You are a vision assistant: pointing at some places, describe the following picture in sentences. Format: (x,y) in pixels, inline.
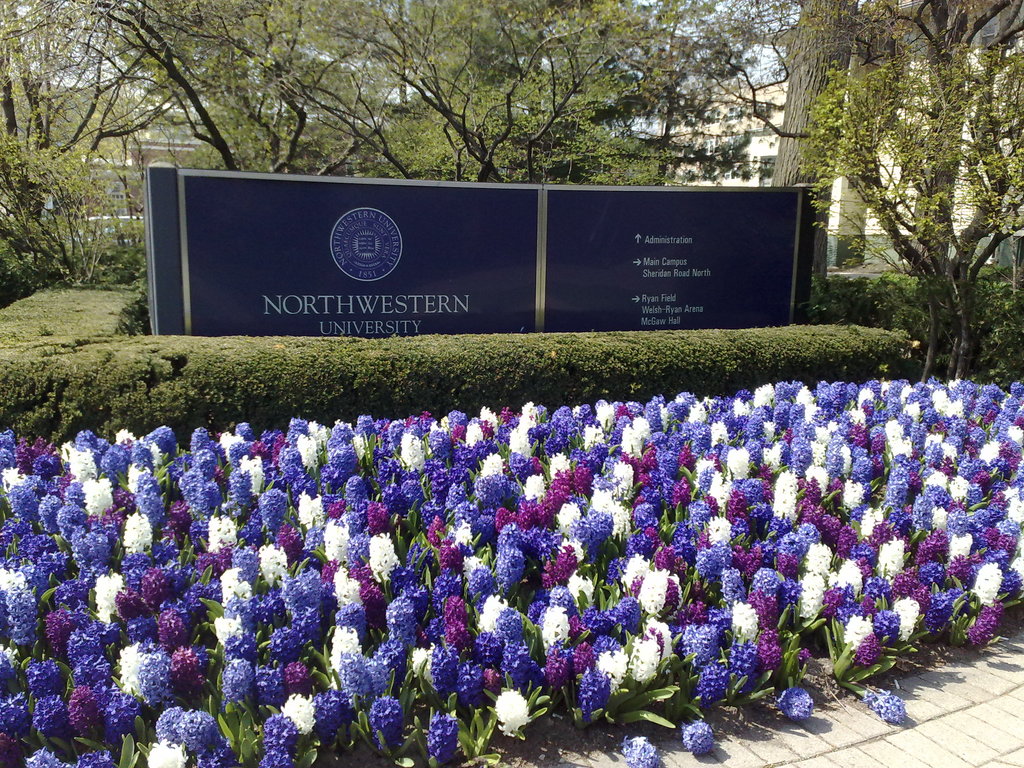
This is a name board (266,294). I can see the plants (571,603) with the colorful flowers (517,611). These are the bushes (404,368). I can see the trees (389,105) with branches (949,186) and leaves (739,153). In the background (764,153), that looks like a building (764,158).
